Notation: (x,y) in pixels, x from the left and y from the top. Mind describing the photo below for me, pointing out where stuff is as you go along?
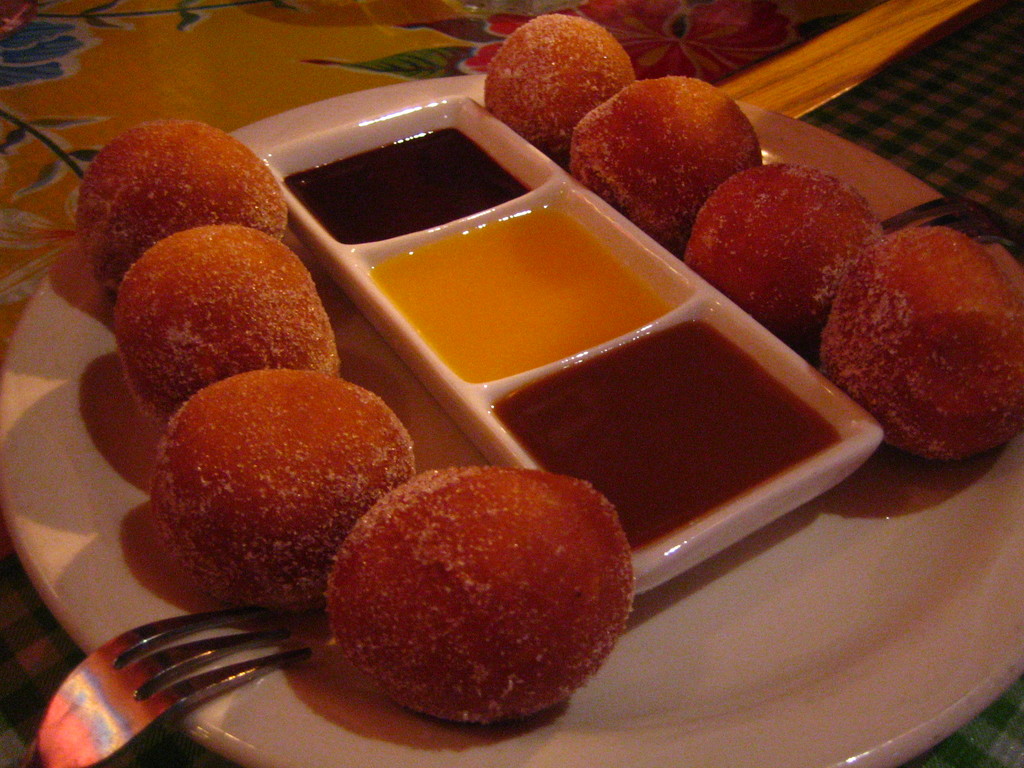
In this image, we can see a table (199,56). In the middle of the table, we can see a plate (214,667), on the plate (674,679), we can see a fork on the left side (170,633). On the right side of the plate (894,214), we can also see another fork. In the middle of the plate (364,102), we can see some cup (512,311) with liquid items (646,372). On the right side (718,182) and the left side of the plate (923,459), we can also see some food items (897,315). On the right side of the table (869,48), we can also see a cloth (964,175). In the background of the table (171,44), we can see yellow color and green color.
